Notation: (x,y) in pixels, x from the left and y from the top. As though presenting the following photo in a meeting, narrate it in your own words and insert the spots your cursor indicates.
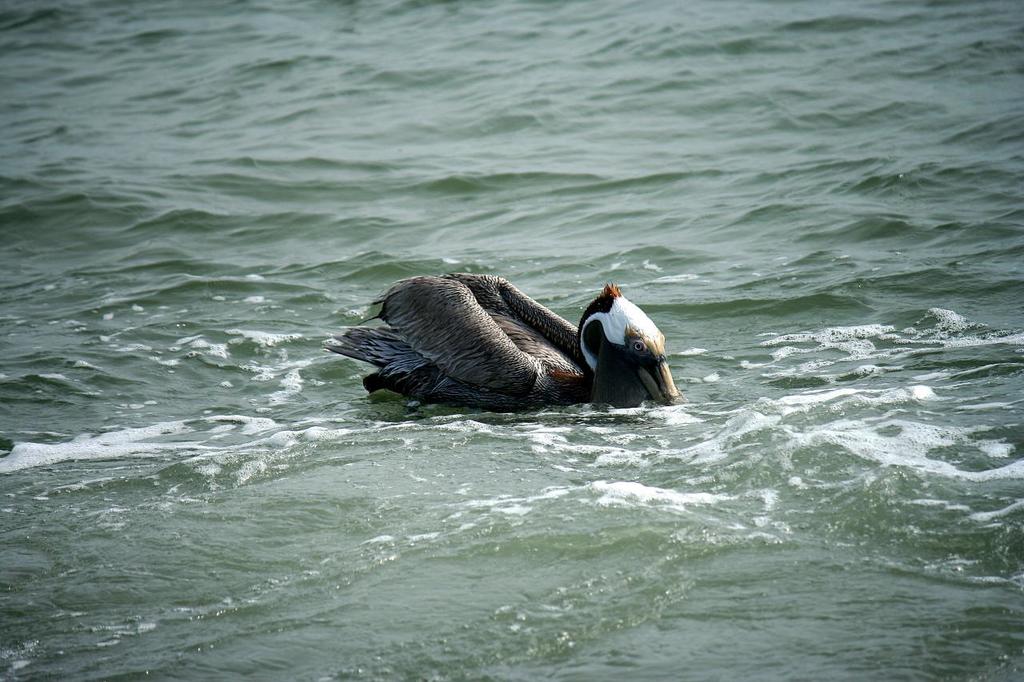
In this picture, we see the pelican (599,334) is swimming in the water (510,228) and this water (484,214) might be in the sea (523,505).
